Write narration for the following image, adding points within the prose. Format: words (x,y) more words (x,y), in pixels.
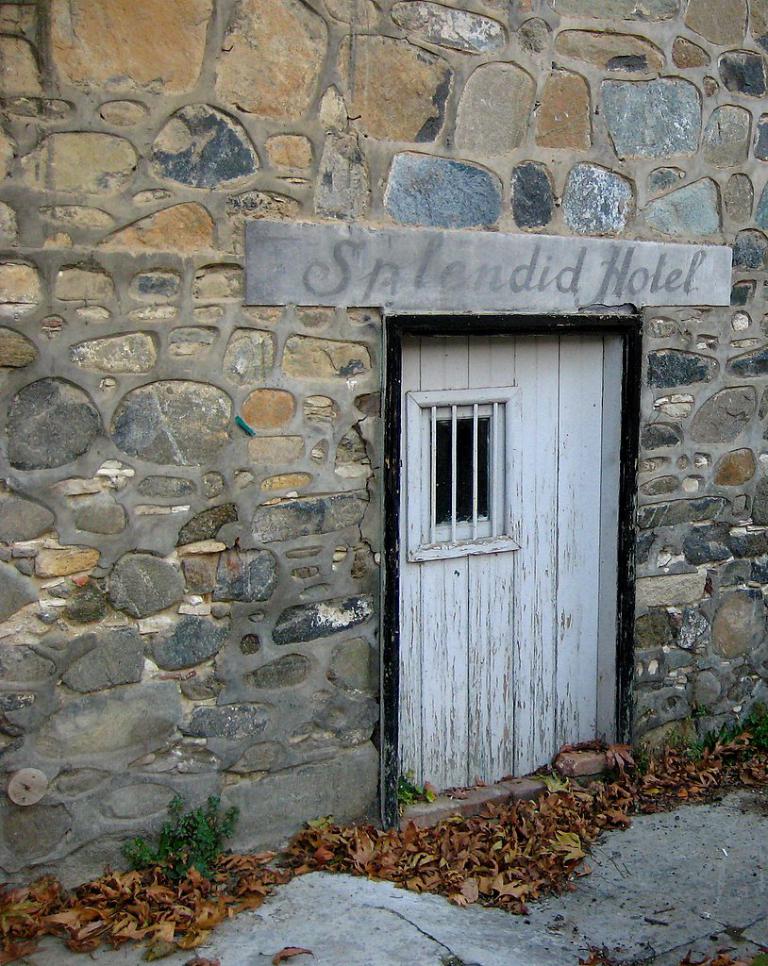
This picture looks like a building (234,567), in this image we can see a board (310,276) with some text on the wall (693,226), also we can see a door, there are some leaves (421,862) on the ground (433,852).
